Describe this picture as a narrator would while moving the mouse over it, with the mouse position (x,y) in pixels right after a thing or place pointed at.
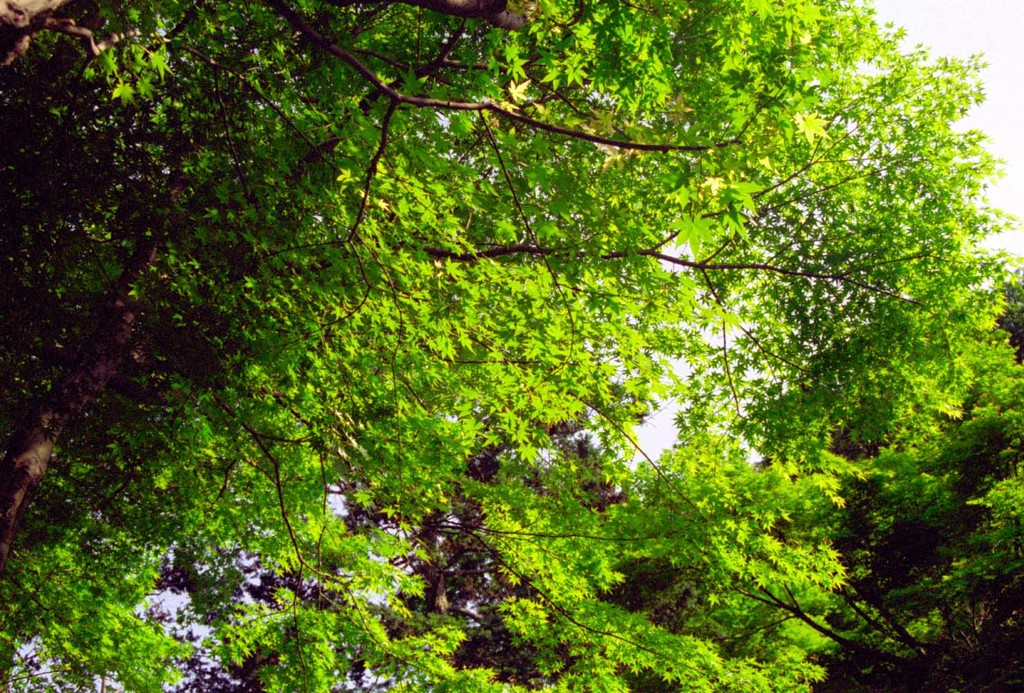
In the image we can see trees (565,478) and the white sky (648,427).
